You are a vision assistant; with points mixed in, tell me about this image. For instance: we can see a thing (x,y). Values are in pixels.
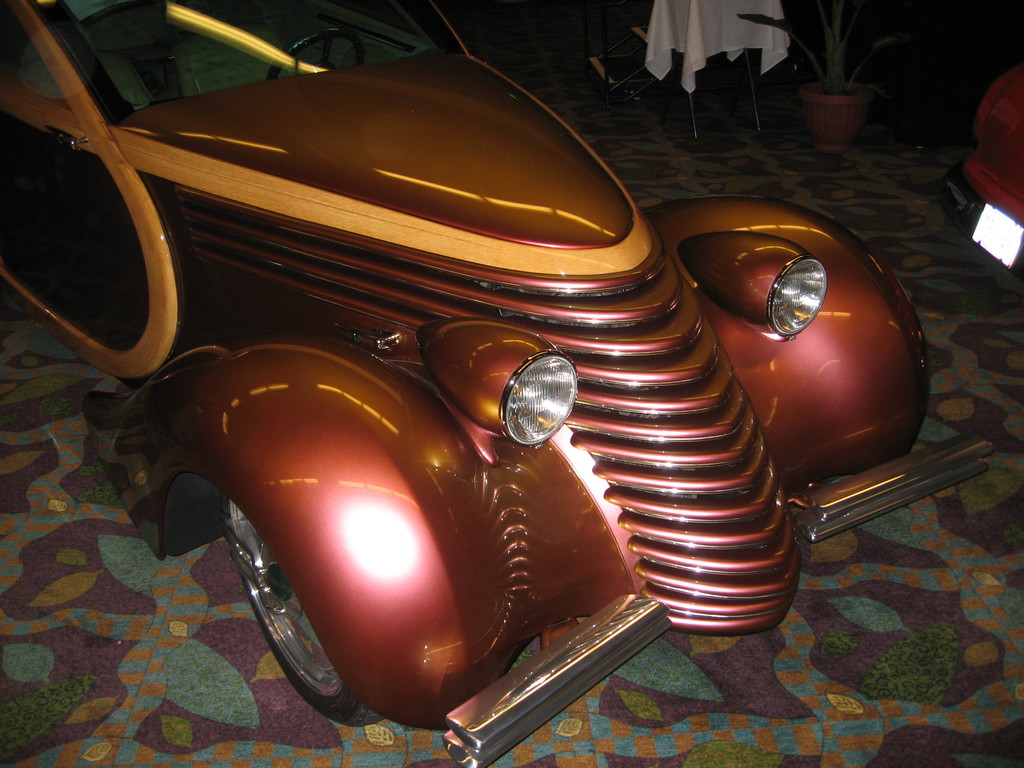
In the foreground of this image (637,540), there is a car (545,561) on the floor (85,653). It seems like a vehicle (979,191) on the right (999,146). At the top (696,17), there is a potted plant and it seems like a white cloth (691,32) on a chair (690,31).
